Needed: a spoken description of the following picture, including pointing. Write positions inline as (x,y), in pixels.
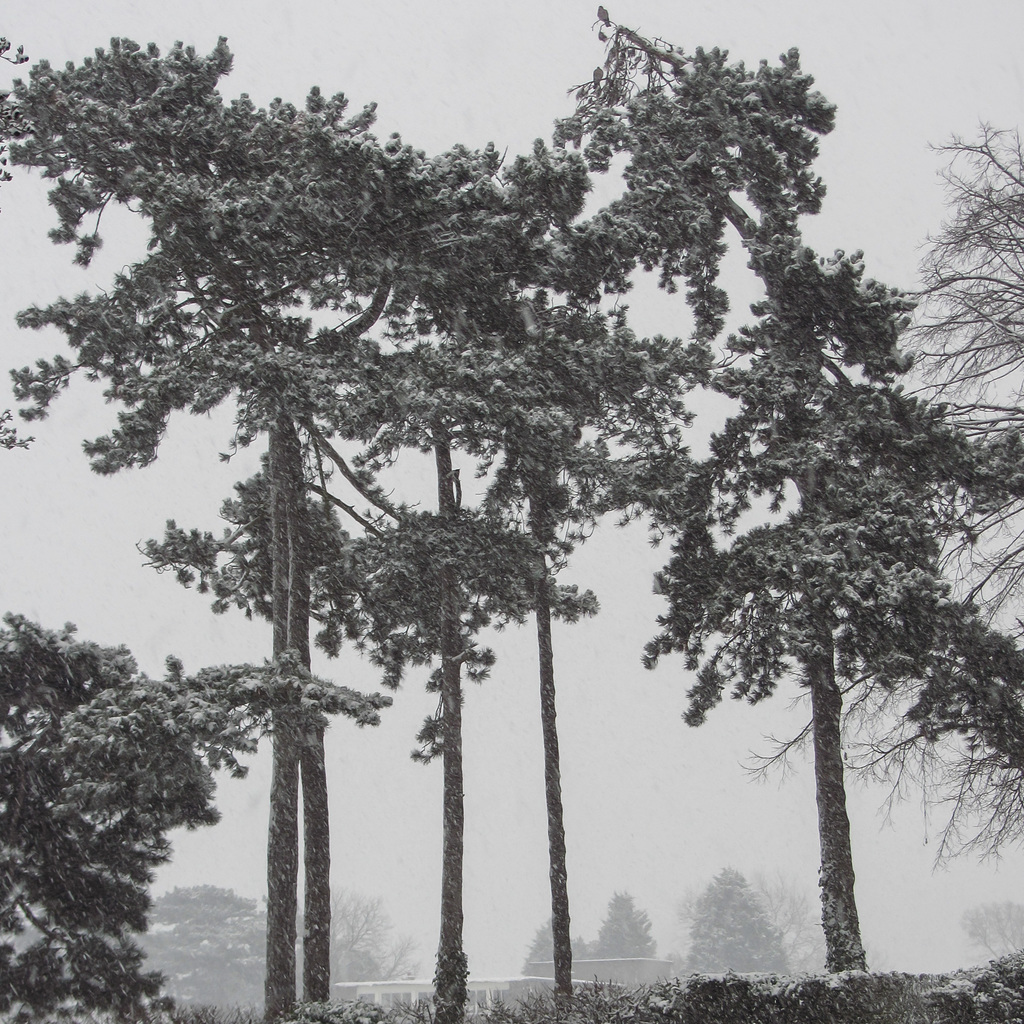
In this image I can see plants (362,1022), number of trees (262,733) and on these I can see snow (496,596).
